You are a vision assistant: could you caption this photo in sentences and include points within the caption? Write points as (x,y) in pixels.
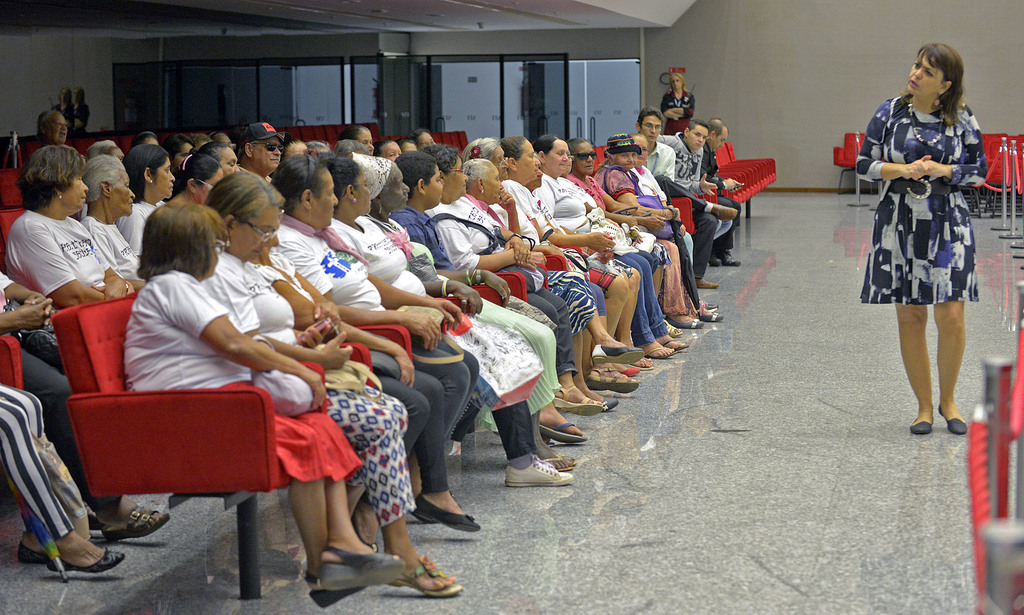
In this picture few people (340,263) seated on the chairs (96,375) and I can see couple of woman (867,177) standing and few empty chairs (741,177) and I can see couple of them wore caps (274,129) and few of them wore spectacles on their faces (266,221).
